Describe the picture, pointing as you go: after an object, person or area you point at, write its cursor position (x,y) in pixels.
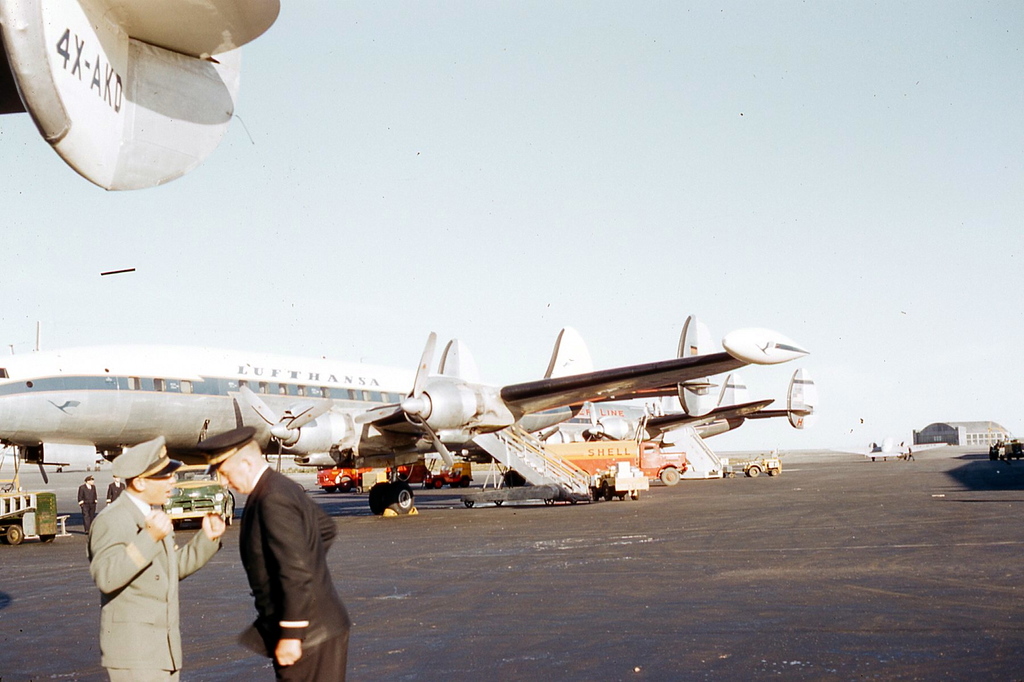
In the image I can see a plane (444,427) and also I can some people (131,593), vehicles (601,454) and a building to the side.
